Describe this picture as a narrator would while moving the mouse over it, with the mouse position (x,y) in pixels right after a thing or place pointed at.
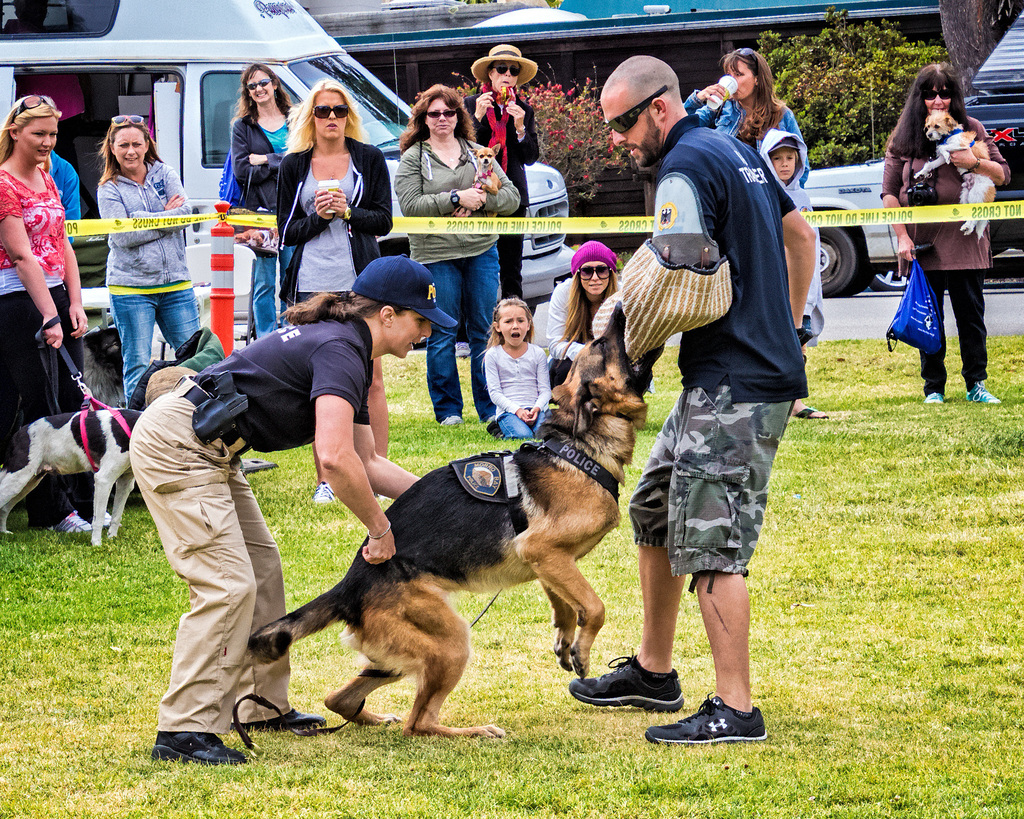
In this image I can see group of people (785,282) standing. In front (496,525) I can see the dog (443,542) in brown and black color, background (866,230) I can see few vehicles (310,72) and the trees (843,99) are in green color.
